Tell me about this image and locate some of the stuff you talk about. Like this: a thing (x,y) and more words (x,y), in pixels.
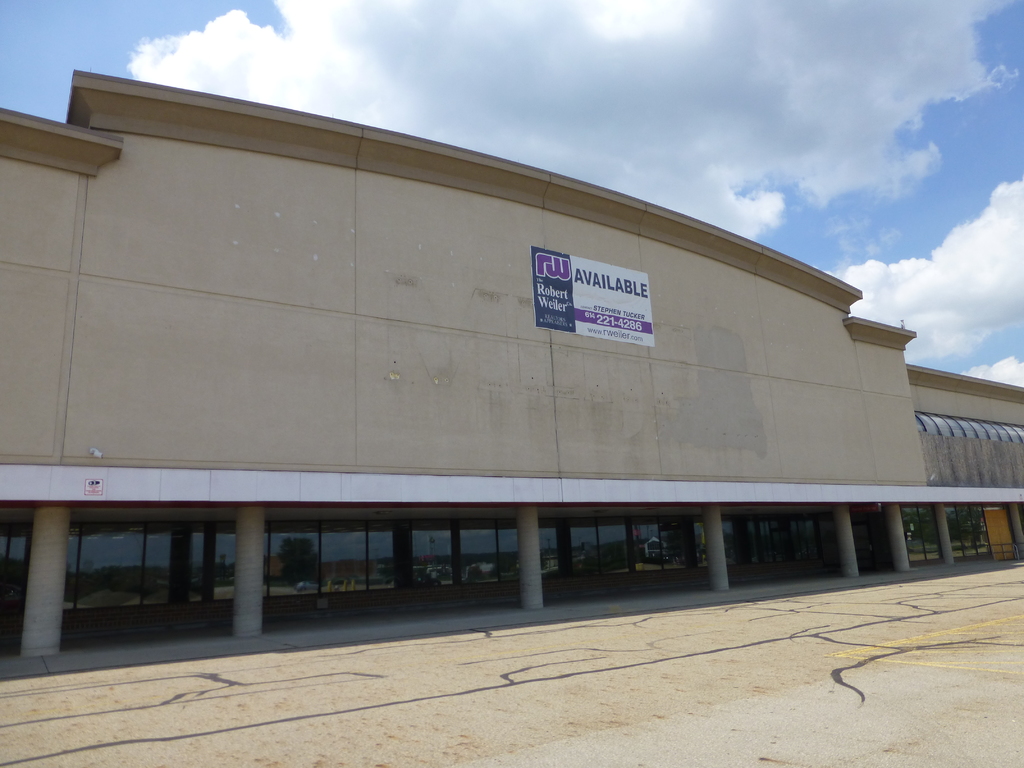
In this image there is a building (366,338) in the middle (455,402). Under the building (382,519) there are glass windows (140,575) and pillars (709,569). In front of the building (626,580) there is a road (767,623). At the top (930,179) there is sky (907,187).
